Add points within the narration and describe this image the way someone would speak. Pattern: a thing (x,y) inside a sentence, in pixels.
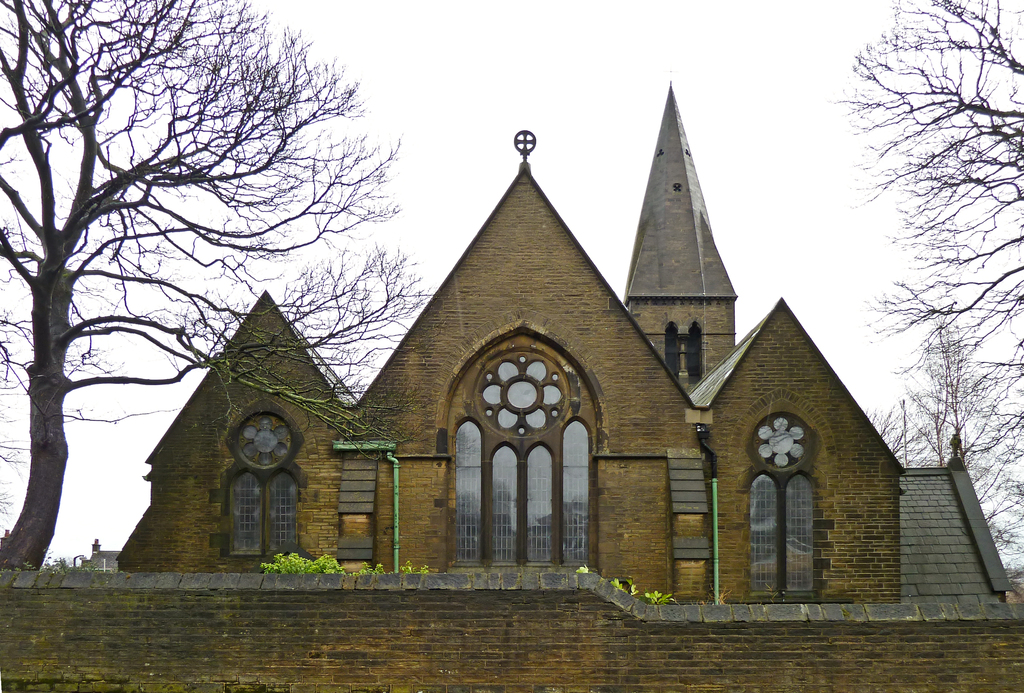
In this picture I can see there is a building (283,507) and it has windows (293,533) and there is a wall (531,583) in front of the building (390,566), there are few plants (282,561) and there are trees (56,286) at left (36,413) and right side (1001,302). The sky (744,99) is clear.
